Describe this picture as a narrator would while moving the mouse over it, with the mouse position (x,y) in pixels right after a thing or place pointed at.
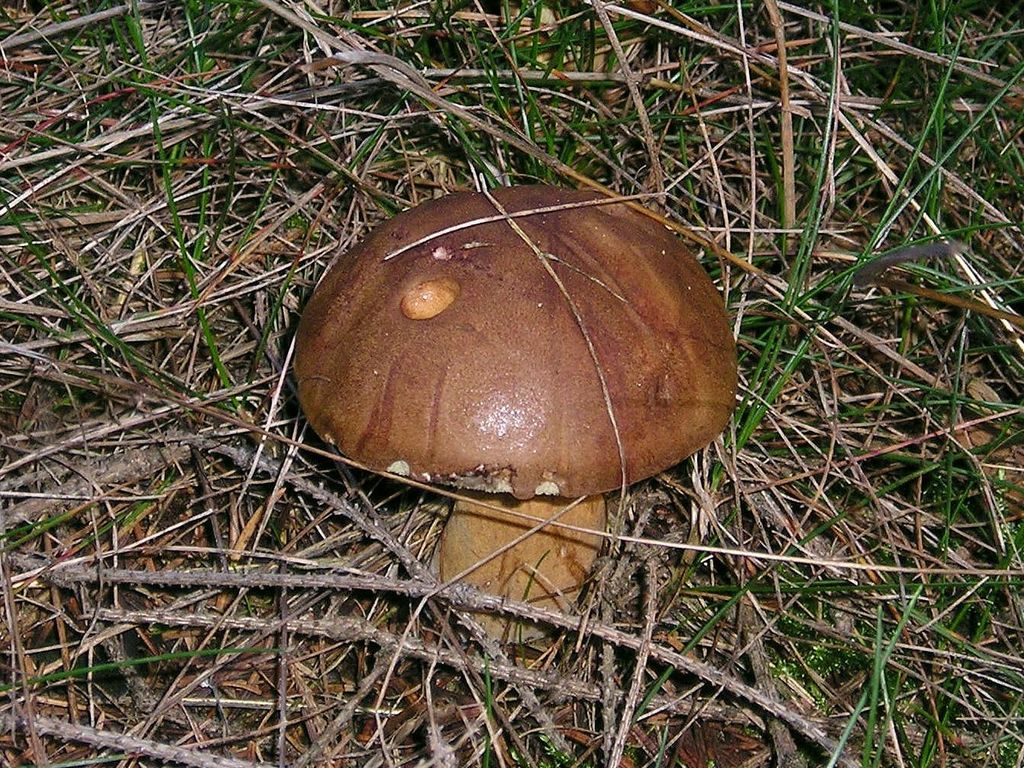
In this image there is a mushroom (519,486) on the land (479,653) having some grass (890,485) and dried sticks (384,647).
